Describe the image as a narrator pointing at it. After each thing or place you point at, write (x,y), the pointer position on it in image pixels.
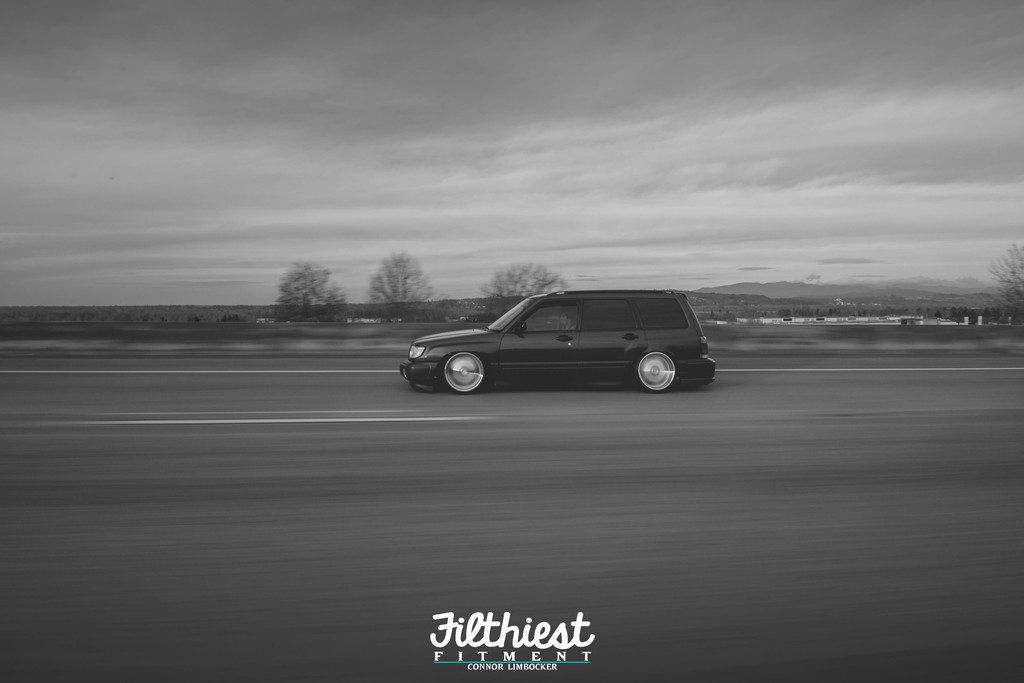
This is a black and white image. In the middle of the image (509,361), we see a black car (509,361) moving on the road (664,464). Behind that, there are trees (703,309) and buildings (761,320). At the top of the picture (600,152), we see the sky (873,180) and at the bottom (521,550), we see the road (584,523).
